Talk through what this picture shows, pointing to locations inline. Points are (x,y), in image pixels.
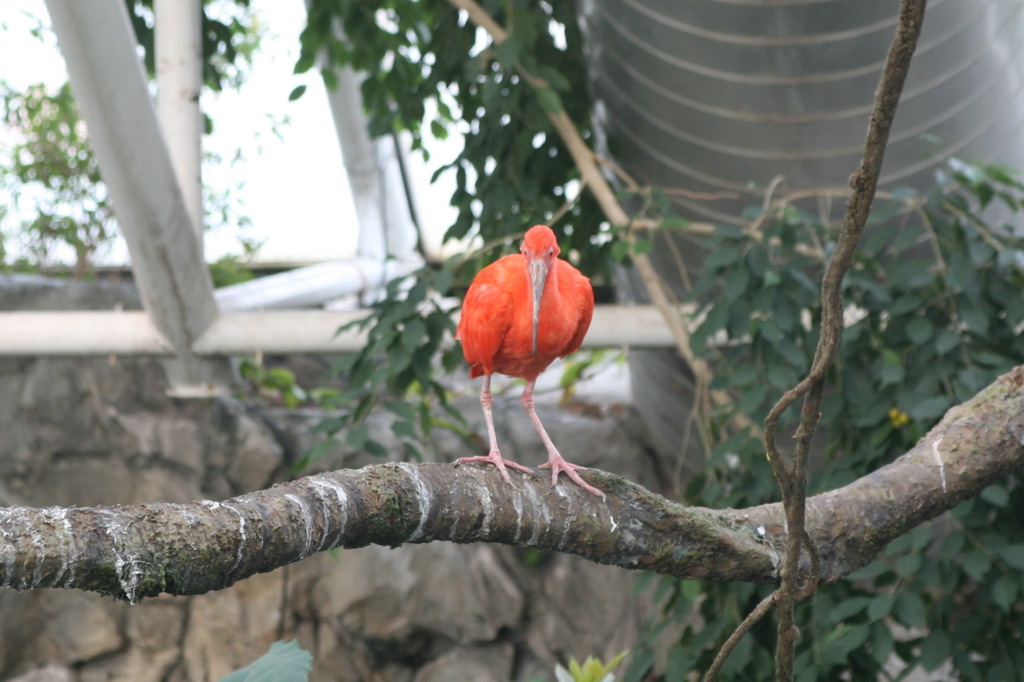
In this image, we can see a bird (553,486) is standing on the tree branch (664,542). Background (893,557) we can see plants (1017,326), wall (362,604), rods (60,312), pipe (707,176) and sky (245,233).
